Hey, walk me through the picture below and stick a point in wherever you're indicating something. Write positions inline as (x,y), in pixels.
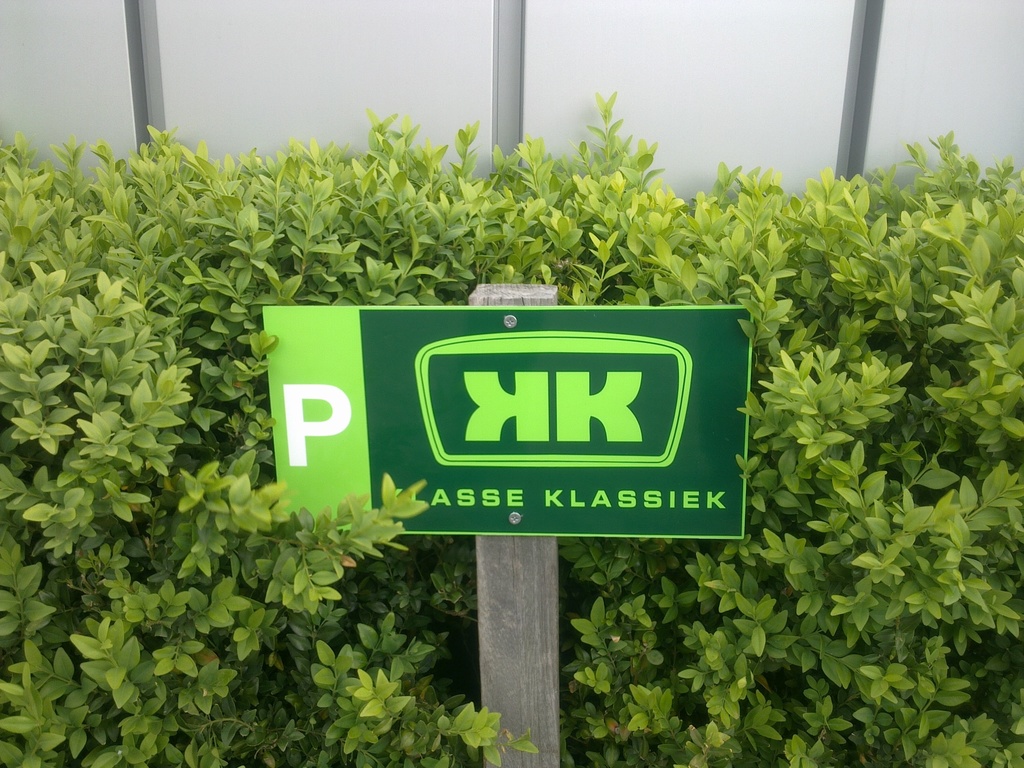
It is a board (573,475) in green color, these are the plants (27,609).
